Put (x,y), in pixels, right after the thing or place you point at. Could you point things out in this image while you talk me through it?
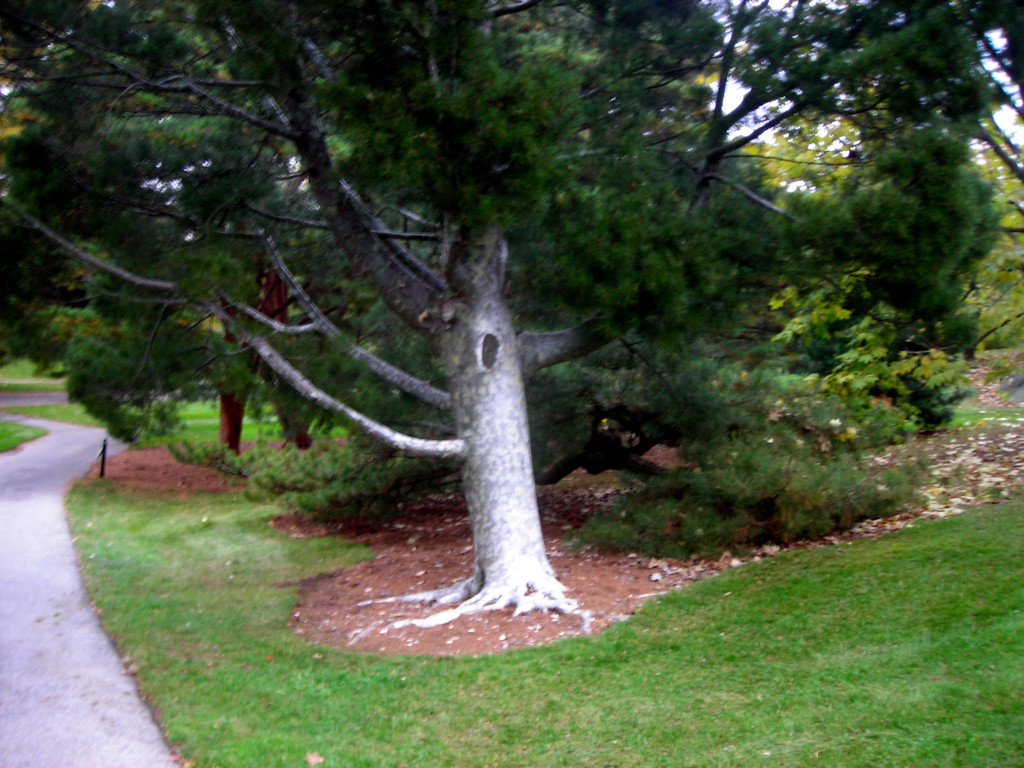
In the foreground of the picture (217,722) there are path (37,703) and grass (208,526). In the center of the picture (545,433) there are dry leaves (963,458), soil (374,572), grass (327,541) and trees (404,308). In the background (811,161) there are trees (139,433) and grass (24,370).
